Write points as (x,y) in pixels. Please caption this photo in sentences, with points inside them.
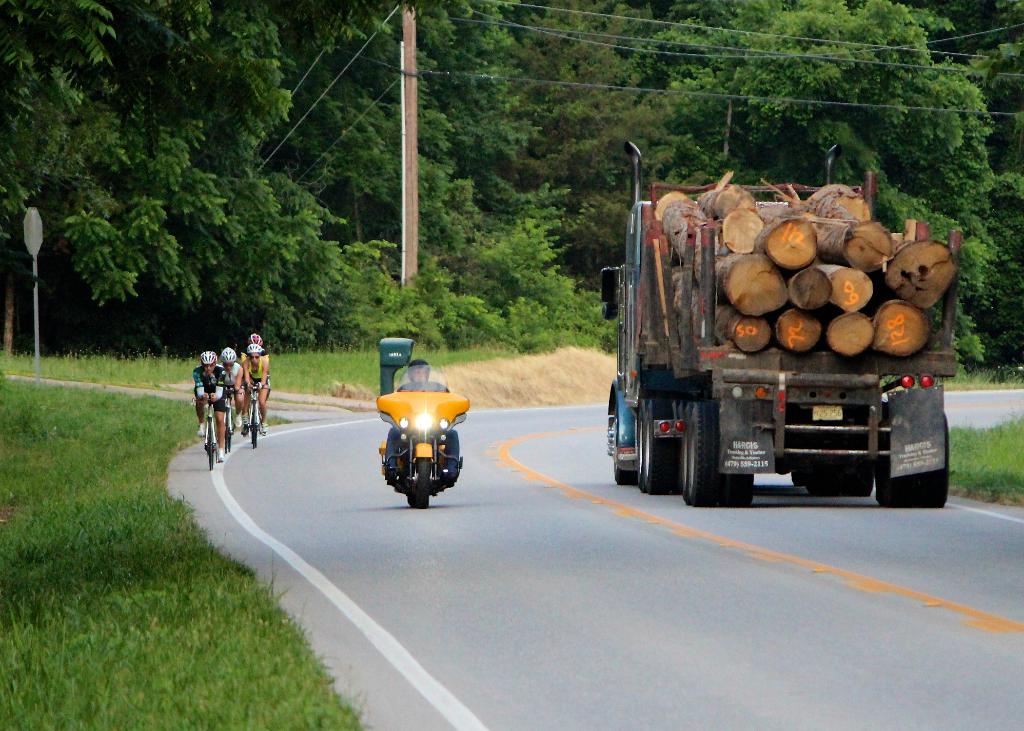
In this picture we can see road (603,507) and on road (558,438) we have some vehicle (640,229) with logs (793,276) in it and one person (436,388) is riding bike (385,446) and some people (206,377) are riding bicycle (228,409) and aside to this road (276,441) we have grass (87,378), trees (313,123), pole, wires (711,47), sign board (36,235).
